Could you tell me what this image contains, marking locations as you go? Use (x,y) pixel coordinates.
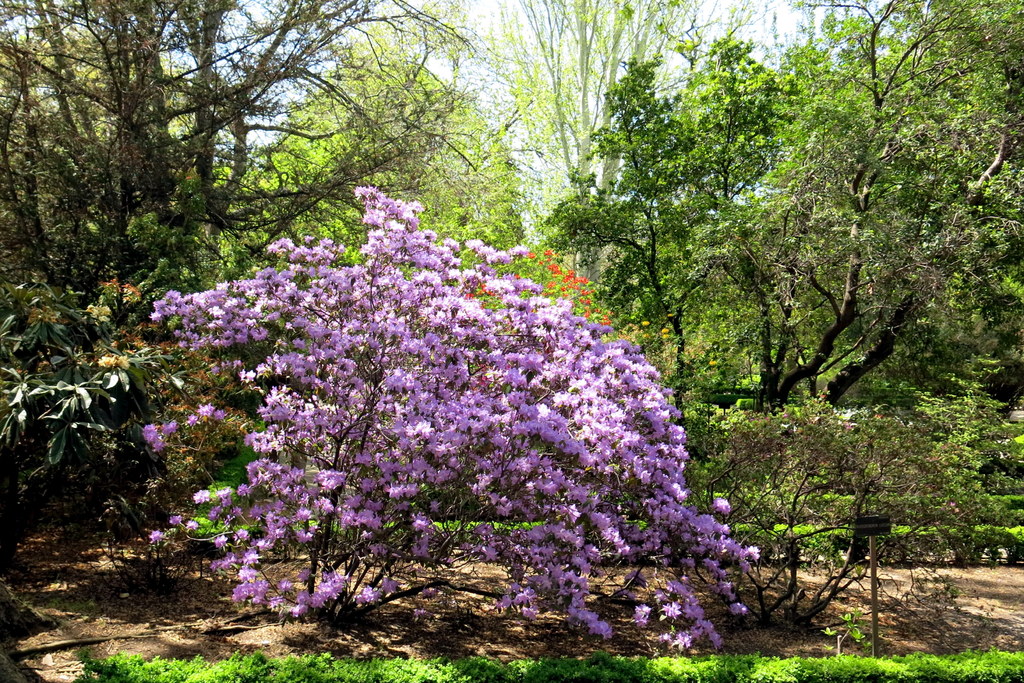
In this picture we can see grass (759,663) on the ground (813,665) and in the background (913,267) we can see trees (916,238), flowers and the sky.
